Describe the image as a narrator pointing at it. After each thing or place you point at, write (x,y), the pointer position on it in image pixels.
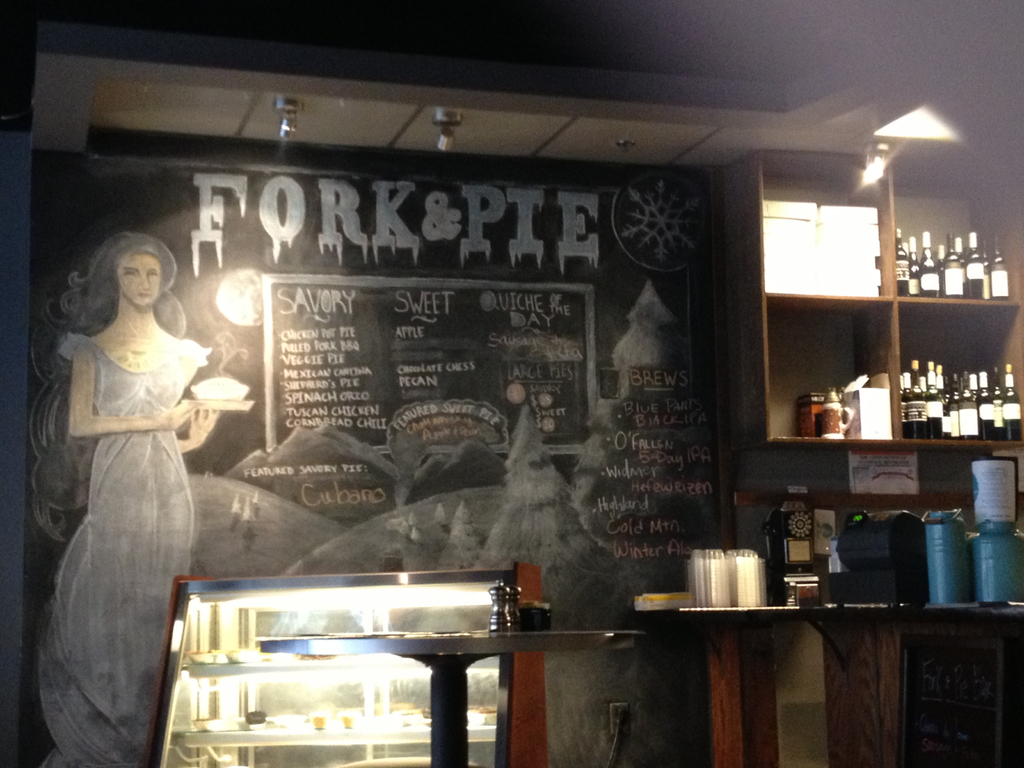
In this image we can see a board (393,182) in which we can see the drawing (83,422) of a woman (126,572) holding a bowl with a plate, the hills (266,560), trees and some text (407,367) on it. We can also see a roof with some ceiling lights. On the right side (935,387) we can see a group of bottles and some containers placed in the shelves (819,303). We can also see a group of objects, containers (947,535) and some devices (767,537) on a table (924,640). In the foreground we can see some containers (543,606) on a table (446,679).
